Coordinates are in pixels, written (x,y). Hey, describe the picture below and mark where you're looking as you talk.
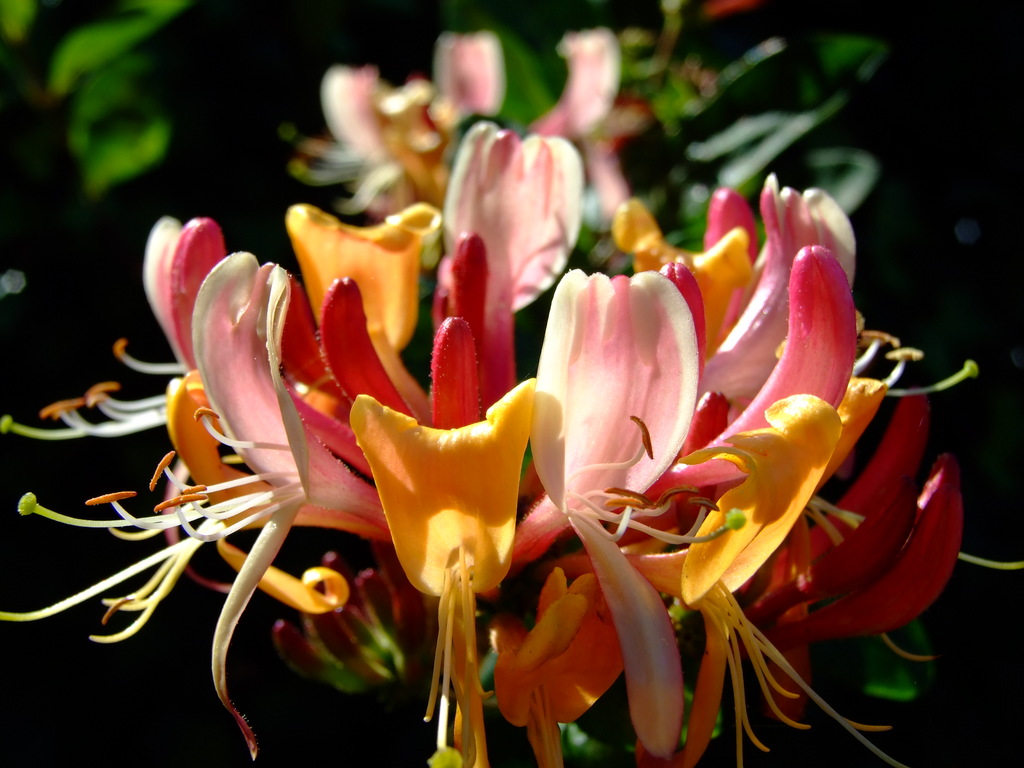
In this image we can see flowers (592,279).
